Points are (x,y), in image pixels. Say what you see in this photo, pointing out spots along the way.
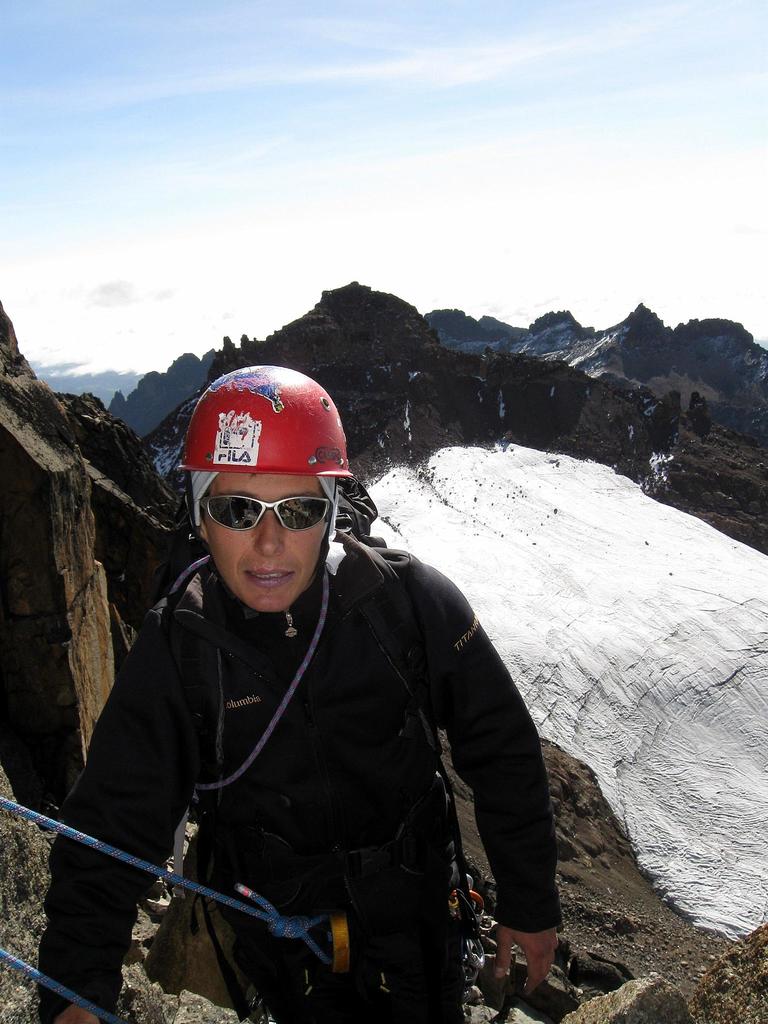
In this image, in the foreground (218,386) there is a man (382,990) who wearing helmet (307,468) and glasses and in the background (126,312) there is a sky (327,247) and in the middle (411,462) there are mountains (364,354).
